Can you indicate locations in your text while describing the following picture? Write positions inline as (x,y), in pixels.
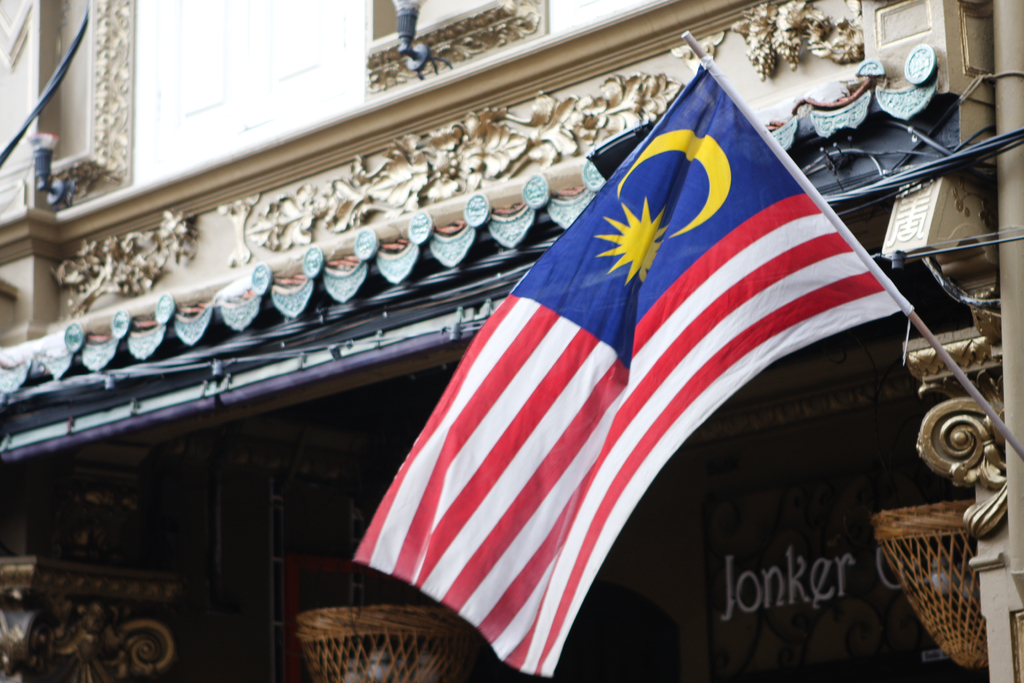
In this image there is a flag (689,292), rod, cables (929,160), wall (325,236), baskets (361,626) and objects (410,8). Something is written on the board (788,566).
